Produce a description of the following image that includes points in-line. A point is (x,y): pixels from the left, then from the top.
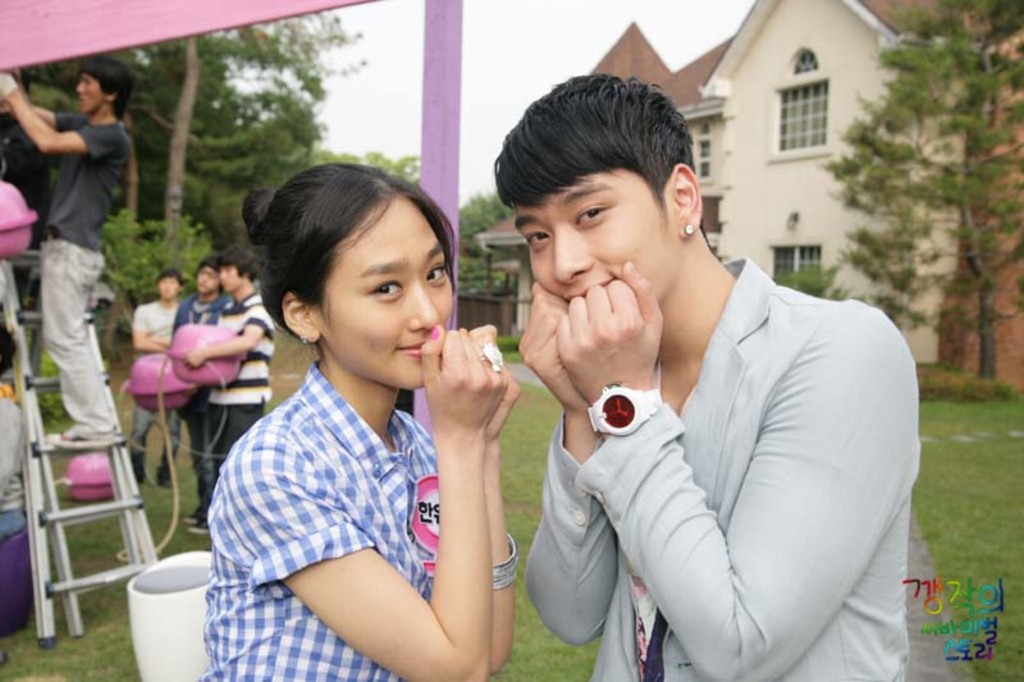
In this image I can see a woman (271,486) wearing blue and white colored dress (320,479) and a man (711,479) wearing blue colored dress (718,501). I can see a pink colored pole (431,190), a ladder (66,462) and a person (104,410) on the ladder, few persons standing and holding pink colored objects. In the background (531,57) I can see few trees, a house (701,127) and the sky (480,59).
